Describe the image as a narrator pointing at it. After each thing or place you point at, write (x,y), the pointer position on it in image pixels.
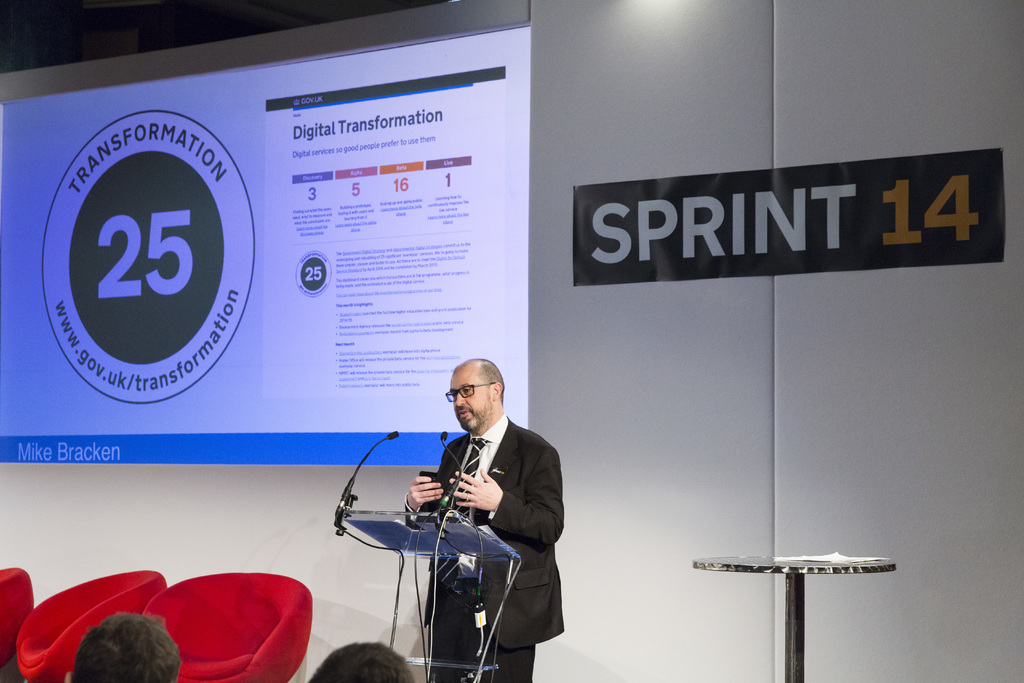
Here I can see a man (470,405) wearing suit (521,596), standing and speaking on the microphone (444,435). On the left side (108,607) there are few chairs (51,624). At the bottom (97,663) I can see few people (168,652). On the right side (779,564) there is a table (767,570). In the background (134,186) there is a screen (120,194). On the screen (299,207) I can see some text (328,130). On the right side (911,175) there is a black color banner (800,189) attached the wall (645,102).
